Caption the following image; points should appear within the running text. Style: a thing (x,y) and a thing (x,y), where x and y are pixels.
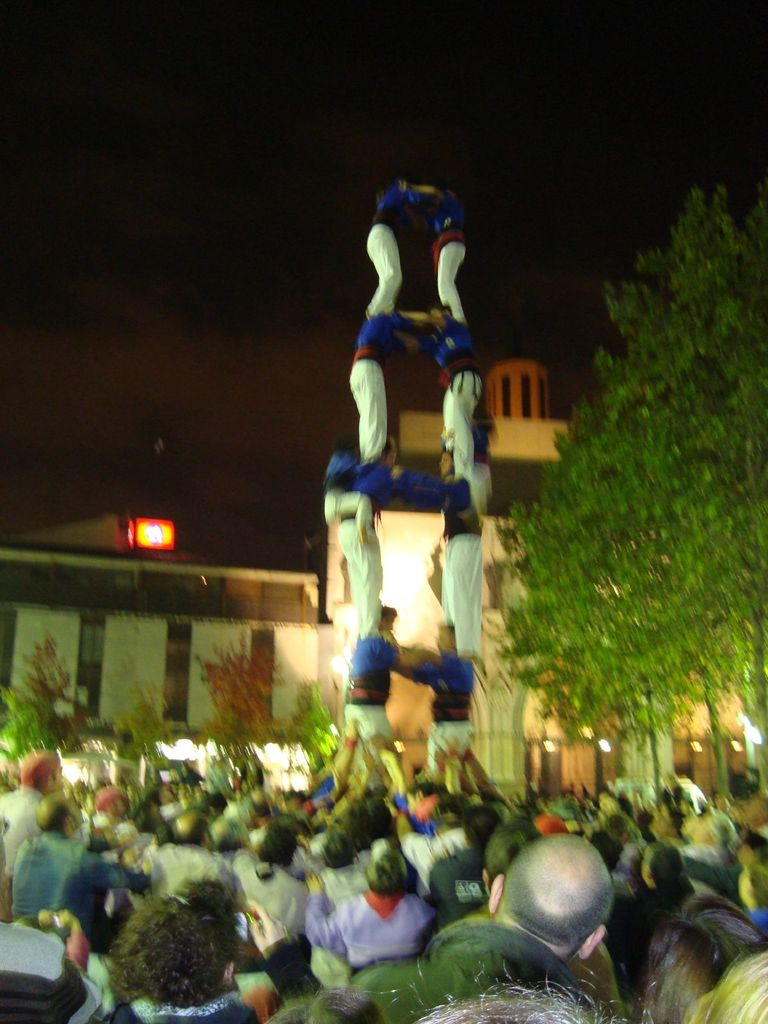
In the image there is crowd (465,793). In between them there are few people (363,558) standing on each other. In the background (305,652) there are trees (513,641) and there is a building (200,620) with walls (123,649) and pillars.
